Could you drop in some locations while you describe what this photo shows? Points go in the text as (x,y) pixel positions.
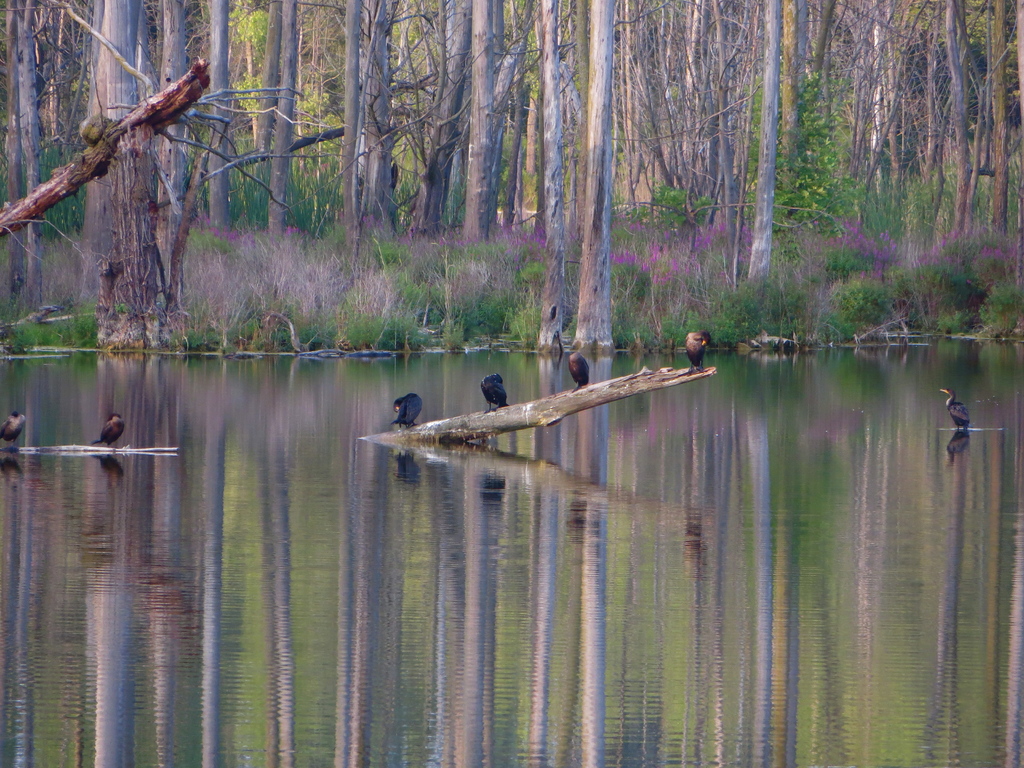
In this image there is a lake (543,645), in that lake (456,645) there are birds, in the background (228,146) there are trees (432,175) and grass (656,278).
